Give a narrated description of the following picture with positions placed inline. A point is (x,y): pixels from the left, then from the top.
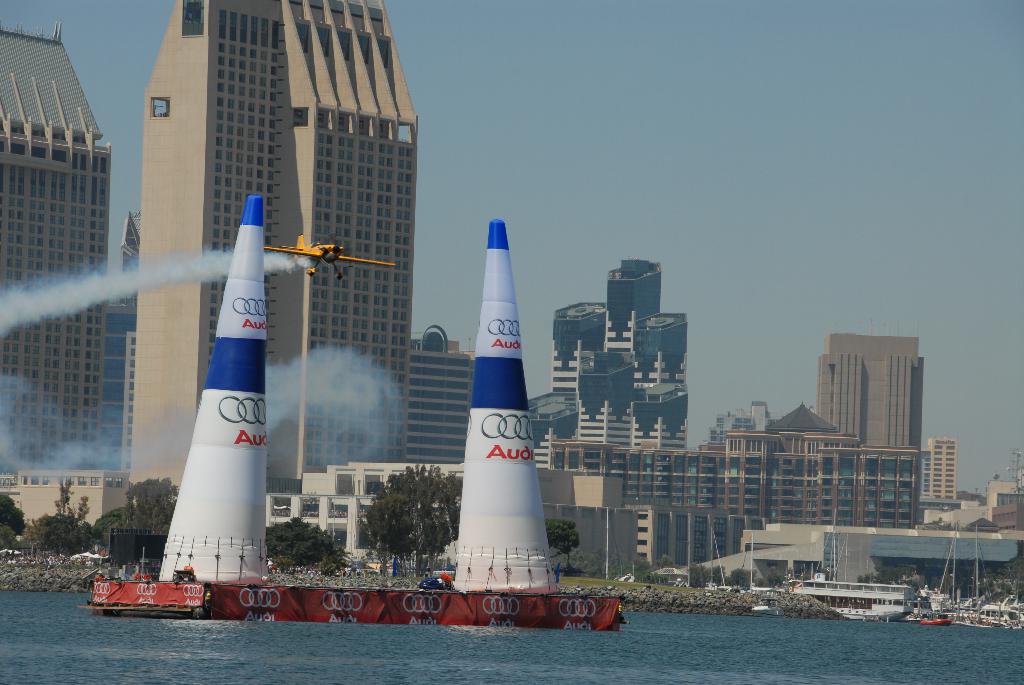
In this picture I can see there is an airplane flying over the water (303,630) and in the backdrop (842,593) I can see there are some ships (886,620) and boats (887,590) on to right side (864,579) and there are trees (168,526), buildings (317,345) in the backdrop (11,540).
